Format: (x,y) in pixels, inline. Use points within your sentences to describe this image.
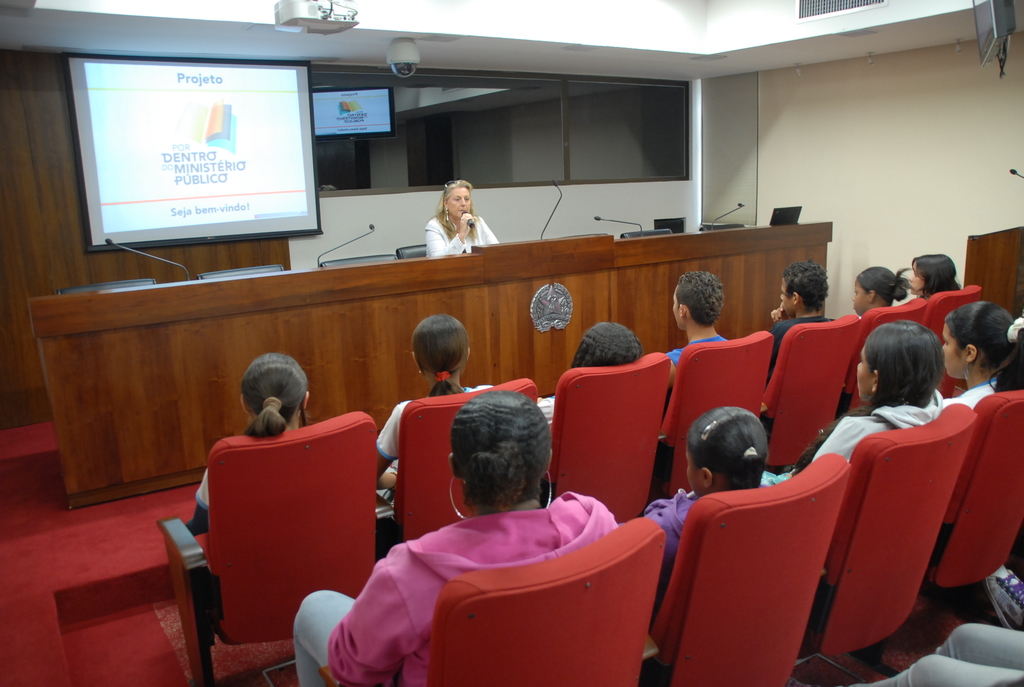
In this picture we can see a woman (452,207) sitting on the chair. And she is talking on the mike (472,230). This is the table (143,367). Here we can see some persons (526,406) are sitting on the chairs (576,640). These are in red color. This is the floor (77,612). And on the background (162,142) there is a screen (145,139) and this is the wall (907,169).
